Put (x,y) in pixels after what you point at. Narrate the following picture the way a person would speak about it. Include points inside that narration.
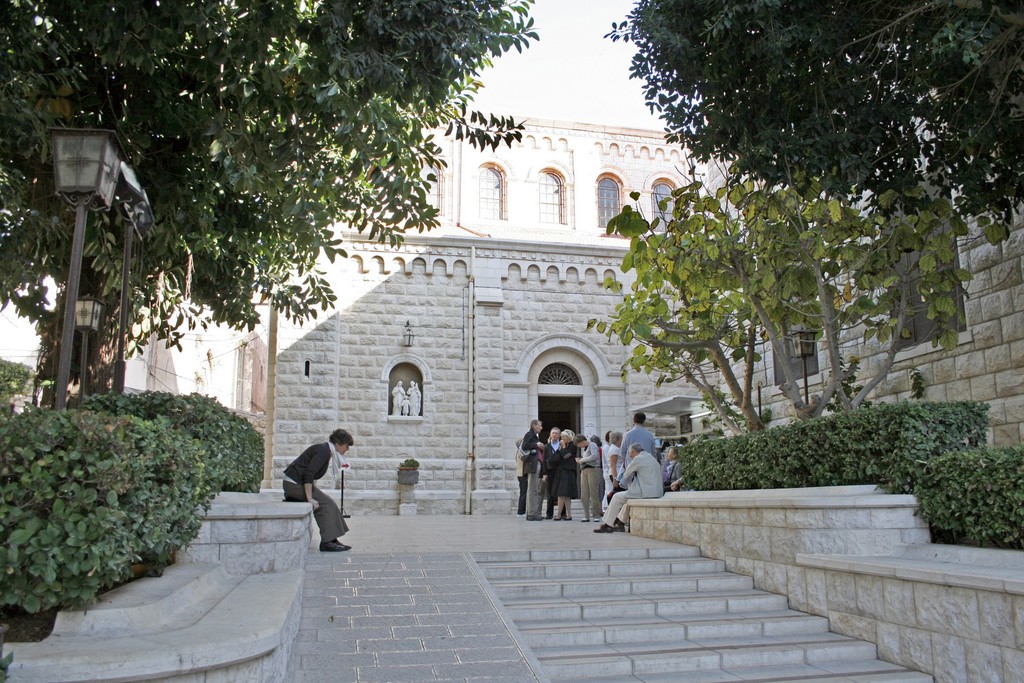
In this image we can see a building (612,370) with windows (568,374), door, some statues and a staircase (586,623). We can also see a group of people (559,497) standing on the floor (469,549). We can also see a group of plants (126,480), street lamps (150,220), trees (411,136) and the sky (599,87).
